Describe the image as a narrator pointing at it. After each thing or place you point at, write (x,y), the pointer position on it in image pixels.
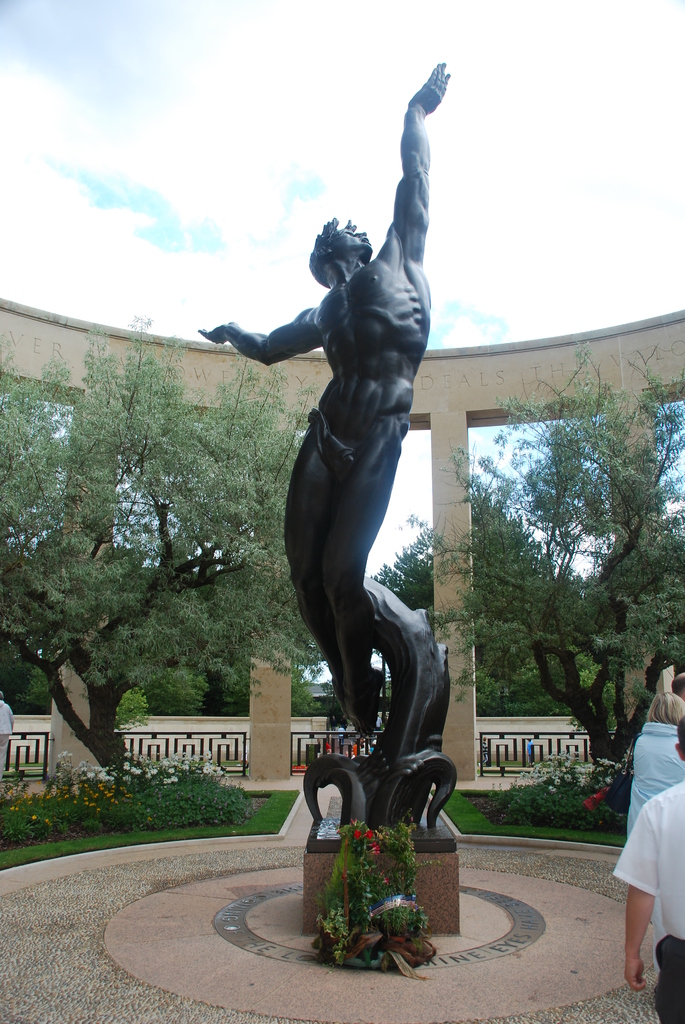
In this image I can see the path (135,955) in front (351,1012) and I can see a man (651,881) on the right bottom of this picture (683,907). In the middle of this picture (421,651) I can see a statue (411,781), few plants (113,765) on which there are flowers (61,772) and I can see the grass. In the background (117,696) I can see the railing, few more trees (543,698), 2 persons (680,684), pillars (90,754) and the sky (377,103).
